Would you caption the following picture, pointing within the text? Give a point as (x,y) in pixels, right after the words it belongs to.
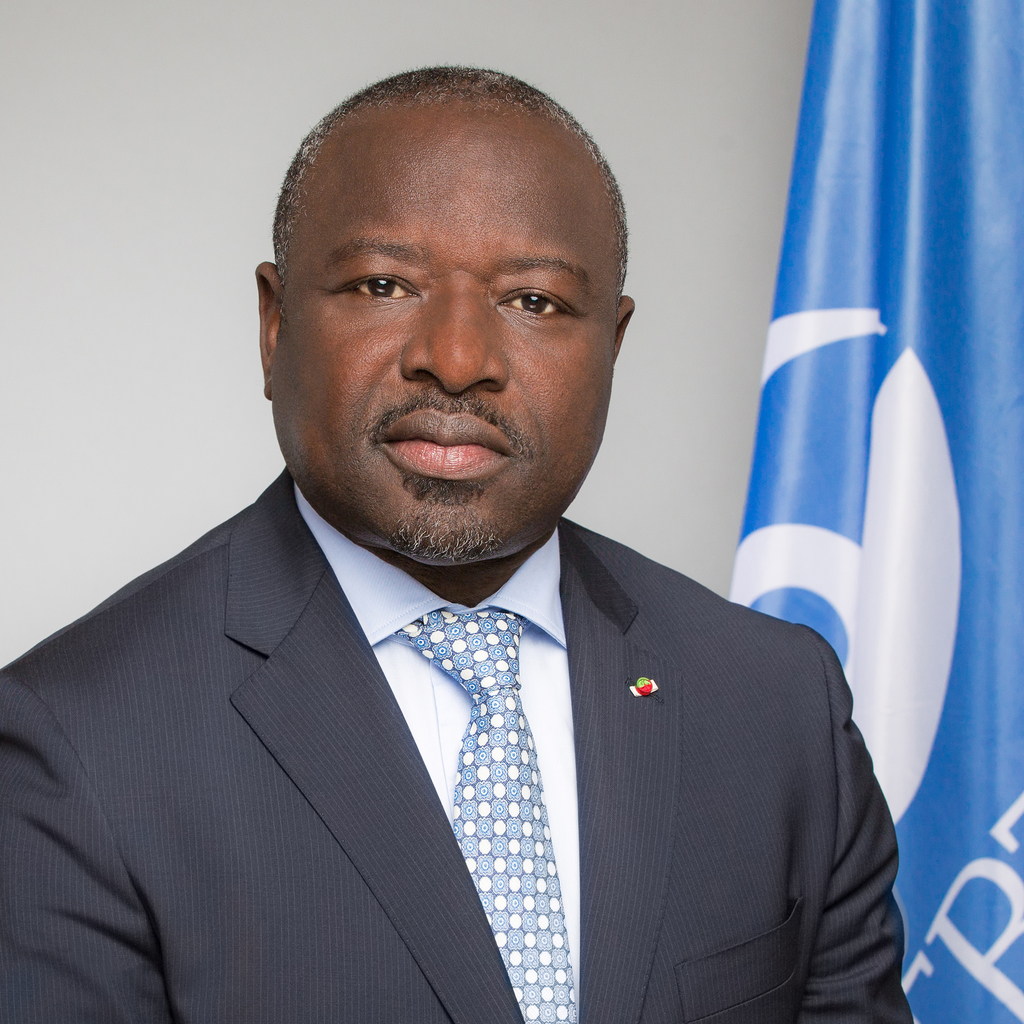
In this image I can see the person (321,608) wearing the blazer (193,791), shirt (425,723) and the tie (516,740). In the background (815,412) I can see the blue and white color flag (782,442) and the wall (165,350).
